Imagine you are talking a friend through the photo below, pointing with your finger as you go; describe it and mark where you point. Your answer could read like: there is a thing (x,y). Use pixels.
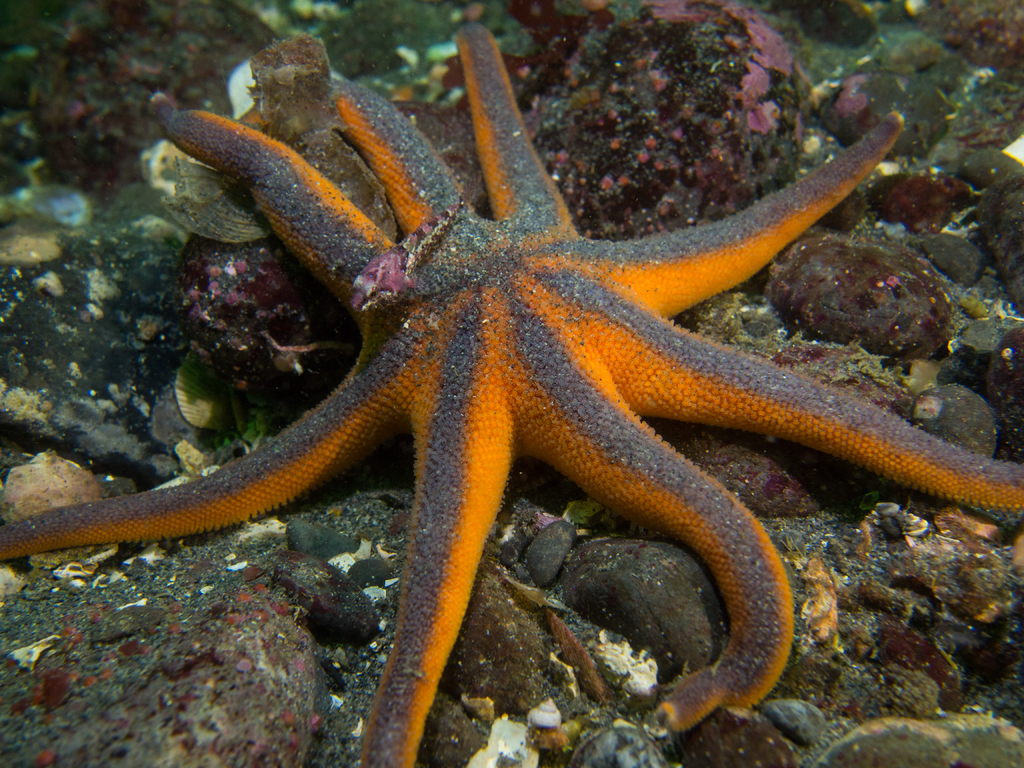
In the image we can see there is a starfish (535,308) standing on the ground (357,549).
